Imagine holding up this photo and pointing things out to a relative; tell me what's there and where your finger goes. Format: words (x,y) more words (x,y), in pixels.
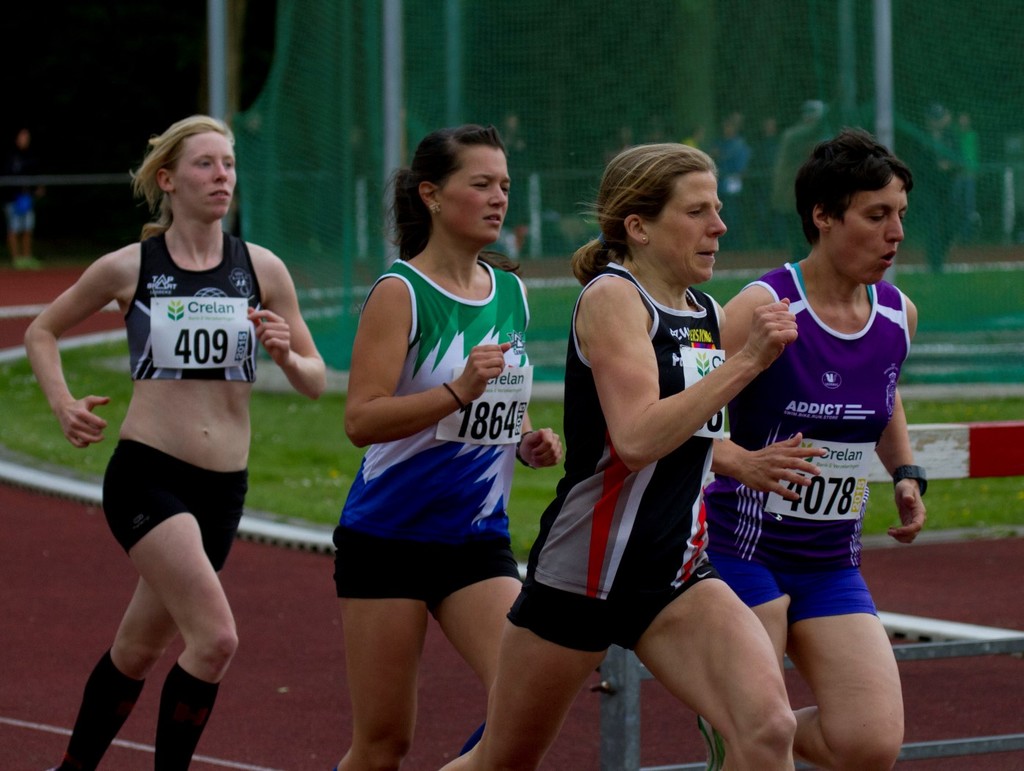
This image is taken outdoors. In the background (452,113) there is a net (828,132) on the ground (305,448). A few people (933,135) are standing on the ground (282,449) and there is a ground (253,451) with grass (534,506) on it. On the right side of the image (962,651) there is a railing (966,424). In the middle of the image (606,285) four women (238,510) are running on the ground (253,727).
